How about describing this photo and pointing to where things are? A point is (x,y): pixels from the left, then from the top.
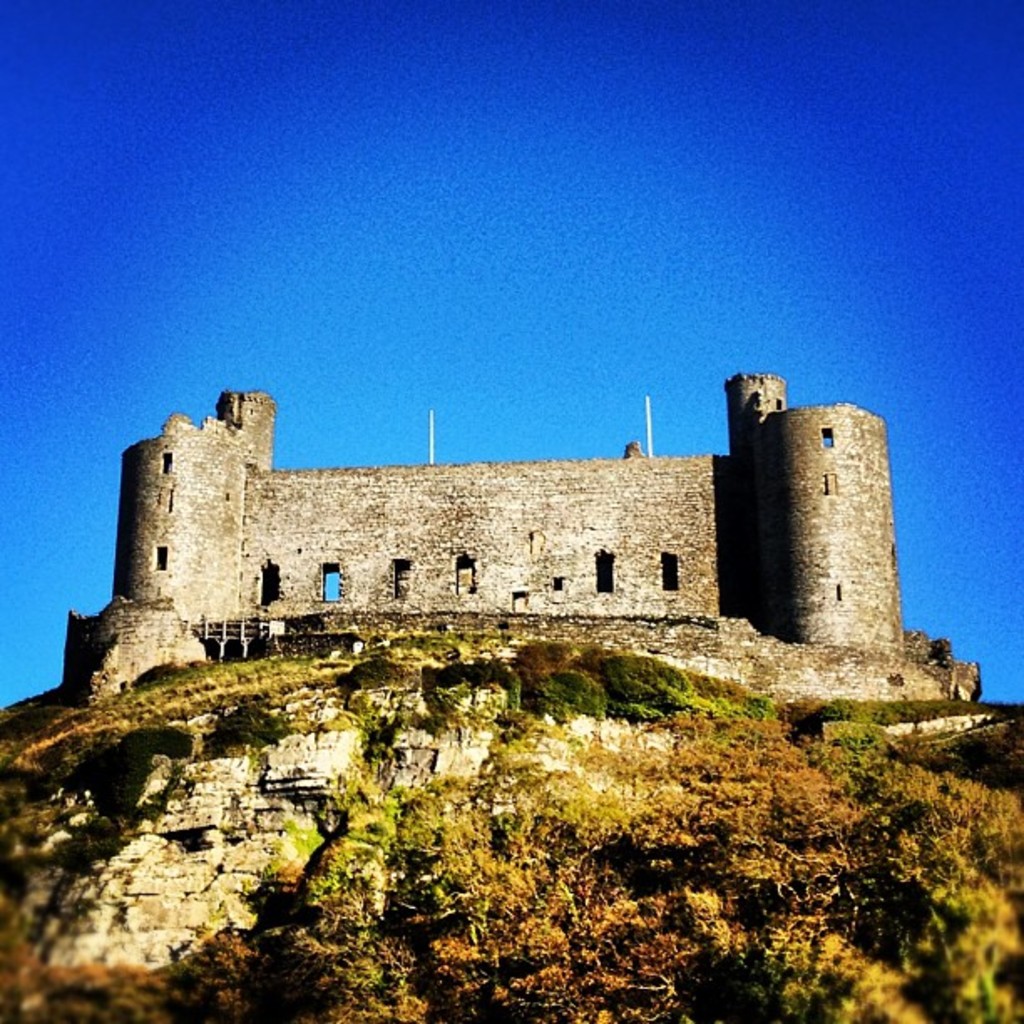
This picture shows a monument (249,529) and we see trees (765,914) and a blue sky (509,269).
